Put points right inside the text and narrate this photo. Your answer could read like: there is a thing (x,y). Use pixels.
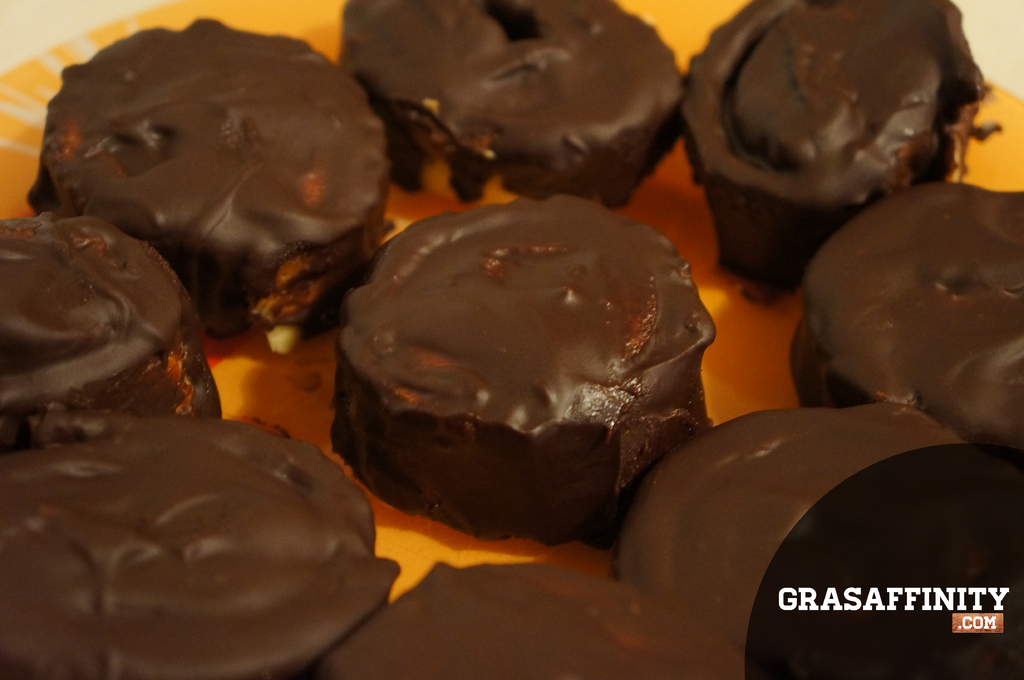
In this picture we can see a plate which contain desserts (792,240). In the bottom right corner (941,612) we can see the text (989,609).
